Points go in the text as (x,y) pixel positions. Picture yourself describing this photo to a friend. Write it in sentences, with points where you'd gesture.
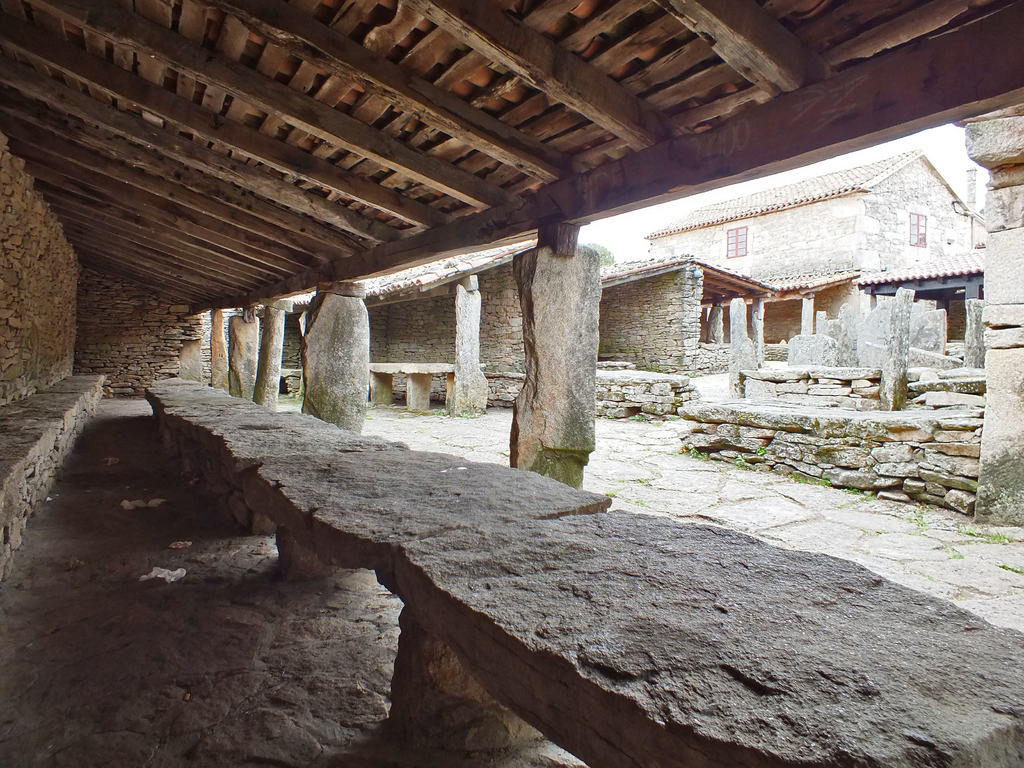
In this image I can see few buildings (875,292) and number of stone seats (453,478). On the left side of the image (171,573) I can see few white colour things (180,542) on the ground (149,561).
